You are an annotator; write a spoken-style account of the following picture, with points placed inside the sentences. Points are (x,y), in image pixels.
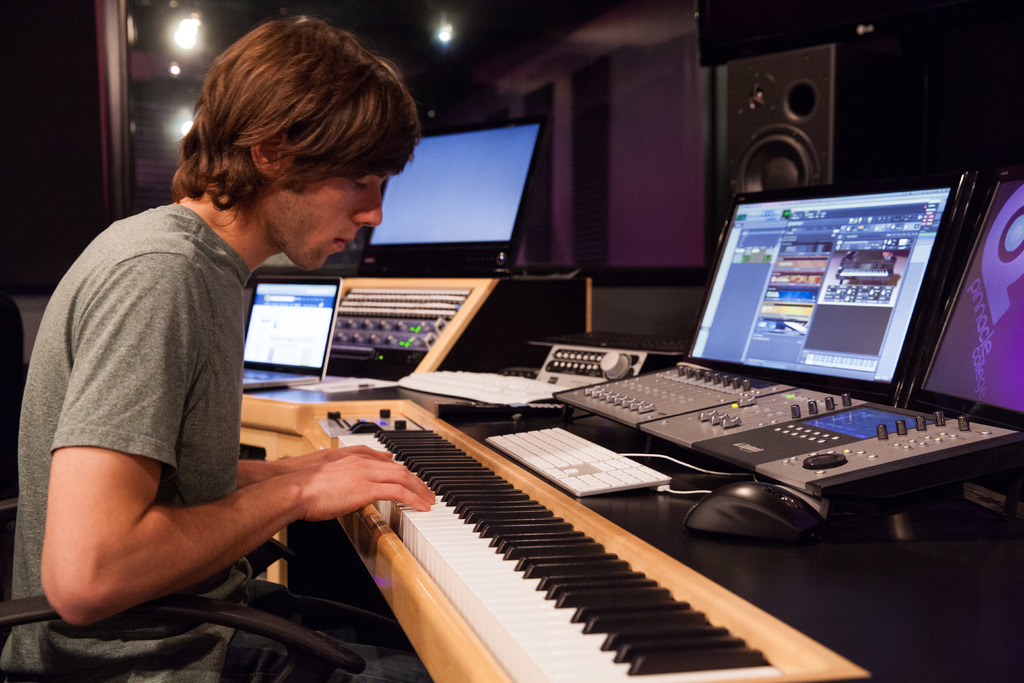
The image is inside the studio (248,209). In the image there is a man (142,366) sitting on chair (138,612) and playing his musical keyboard (481,489). On musical keyboard (559,537) we can also see a laptop (318,336), monitor (499,169), screen (886,316), speaker (783,112). In background (671,117) there is a wall (673,139) which is in pink color on top (446,42) there are few lights (437,31).
